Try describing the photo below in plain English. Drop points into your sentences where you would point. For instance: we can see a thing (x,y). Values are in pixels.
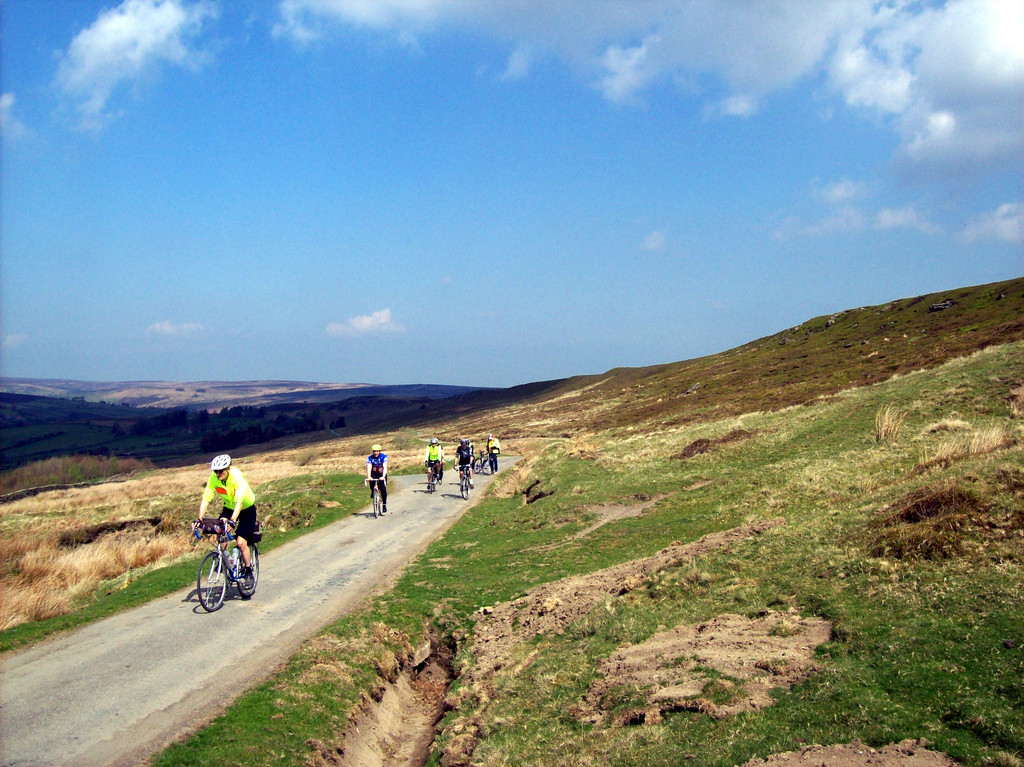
In this image I see the hills (781,456) and I see few people (440,469) who are on the cycles (429,484) and I see the path (278,599). In the background (200,248) I see the clear sky (580,216).
